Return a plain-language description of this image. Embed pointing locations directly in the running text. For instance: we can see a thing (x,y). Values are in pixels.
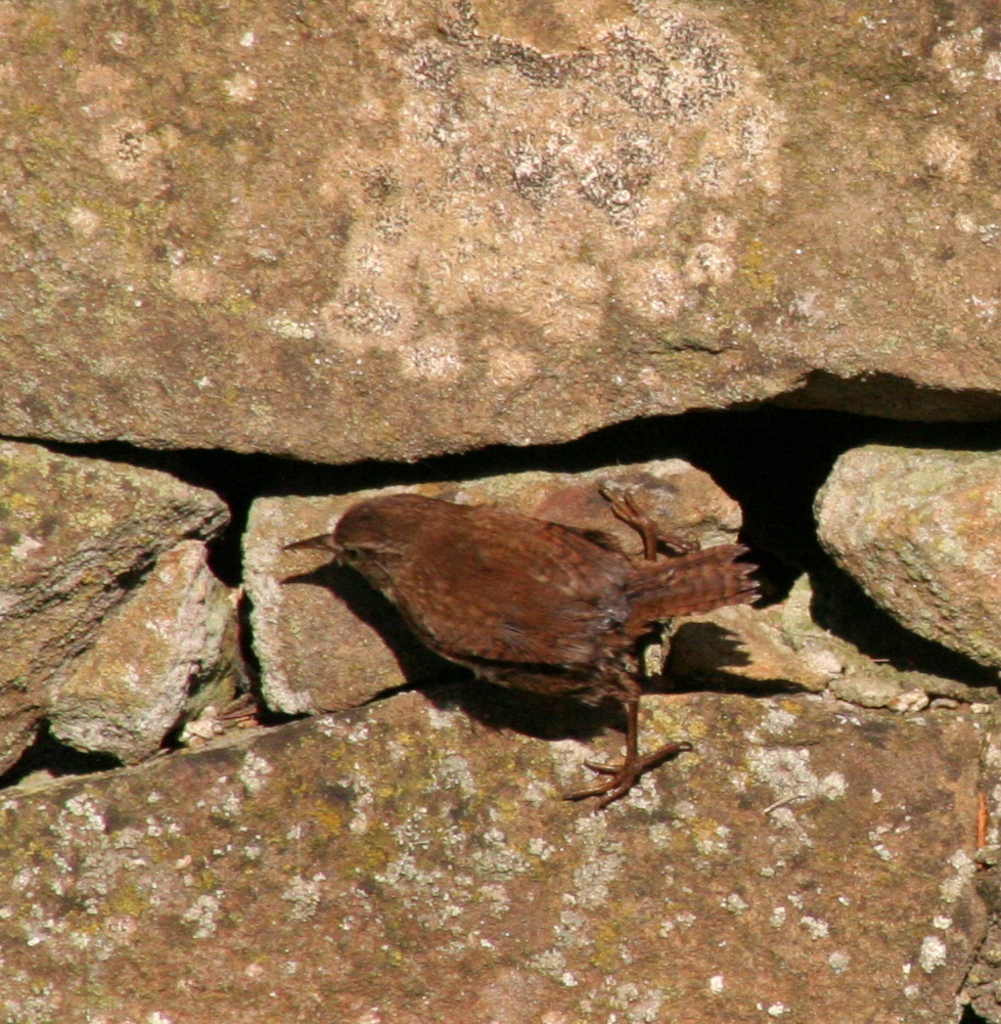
In this image there is a bird (737,571) on the rock (121,545).
